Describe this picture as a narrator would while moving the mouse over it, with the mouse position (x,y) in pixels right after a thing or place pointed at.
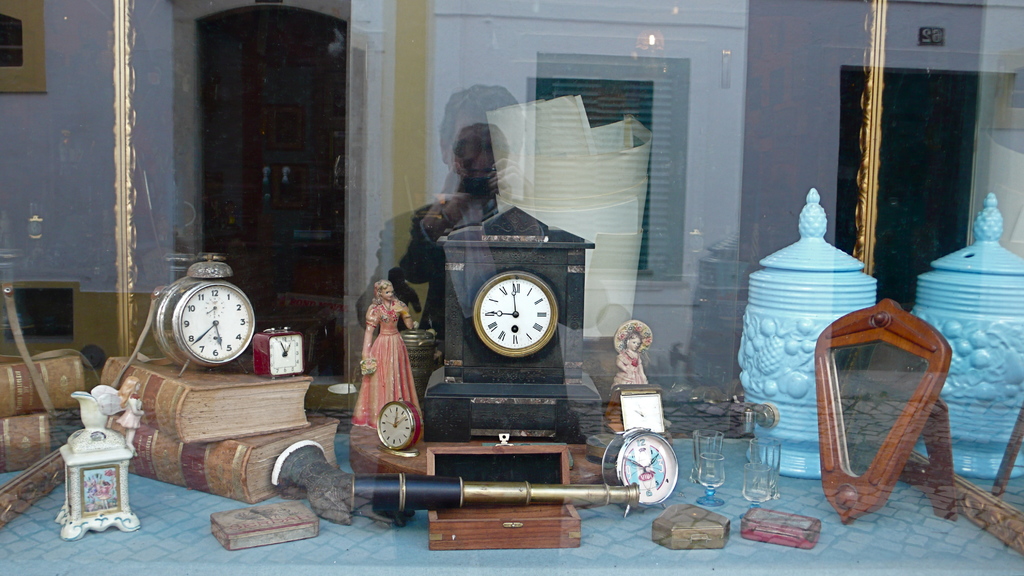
In the center of this picture (584,342) we can see the blue color jars (811,319), clocks (554,330) and some sculptures (93,415), books (201,444), glasses (720,476), mirror (850,487) and some other objects (364,500) are placed. In the background (788,59) we can see the wall (749,68) and some other objects (673,180). In the foreground (50,74) there is a glass (530,64) on which we can see the reflection (483,186) of a person (477,203) and a reflection (640,39) of a light (651,46) and some other objects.
